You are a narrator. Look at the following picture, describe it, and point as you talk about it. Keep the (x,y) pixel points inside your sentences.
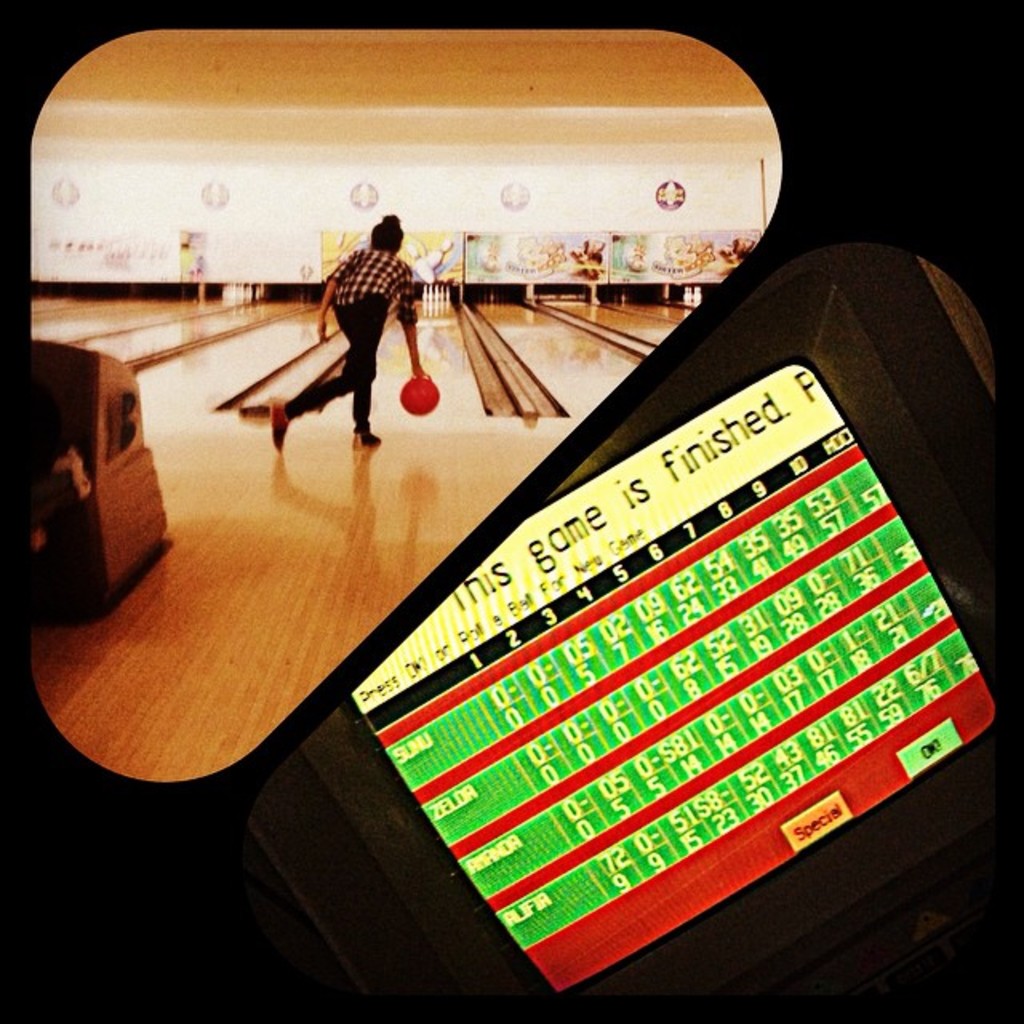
In the picture I can see a person (328,394) is holding a ball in the hand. In the background (253,229) I can see bowling pins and some other things. I can also see something written on the image.
